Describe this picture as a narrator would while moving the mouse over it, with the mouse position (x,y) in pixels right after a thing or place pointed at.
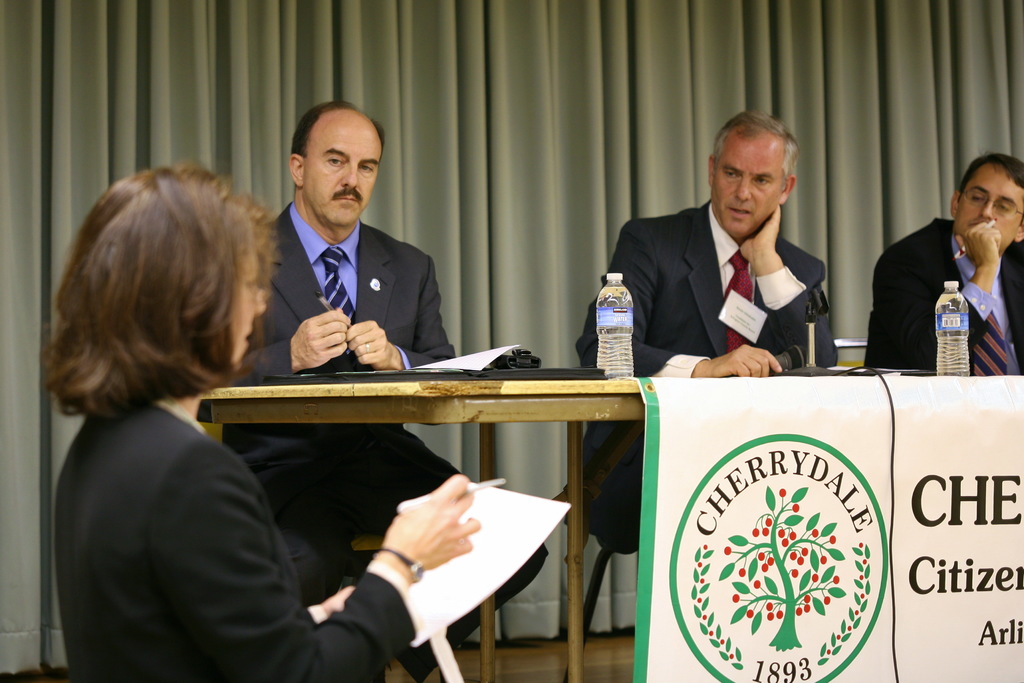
A lady (130,521) in the left (158,553) is wearing a watch (419,564) holding a pen (473,492) and a paper (448,606). There are three persons (323,287) sitting on chairs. In front of them there is a table (432,387). On the table (420,395) there is a banner (855,441), bottles (622,351), papers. Middle person (772,317) is holding a mic (781,359). And the person (975,248) in the right (984,250) is wearing a specs (1001,213). In the background (560,109) there is a curtain (182,146).
